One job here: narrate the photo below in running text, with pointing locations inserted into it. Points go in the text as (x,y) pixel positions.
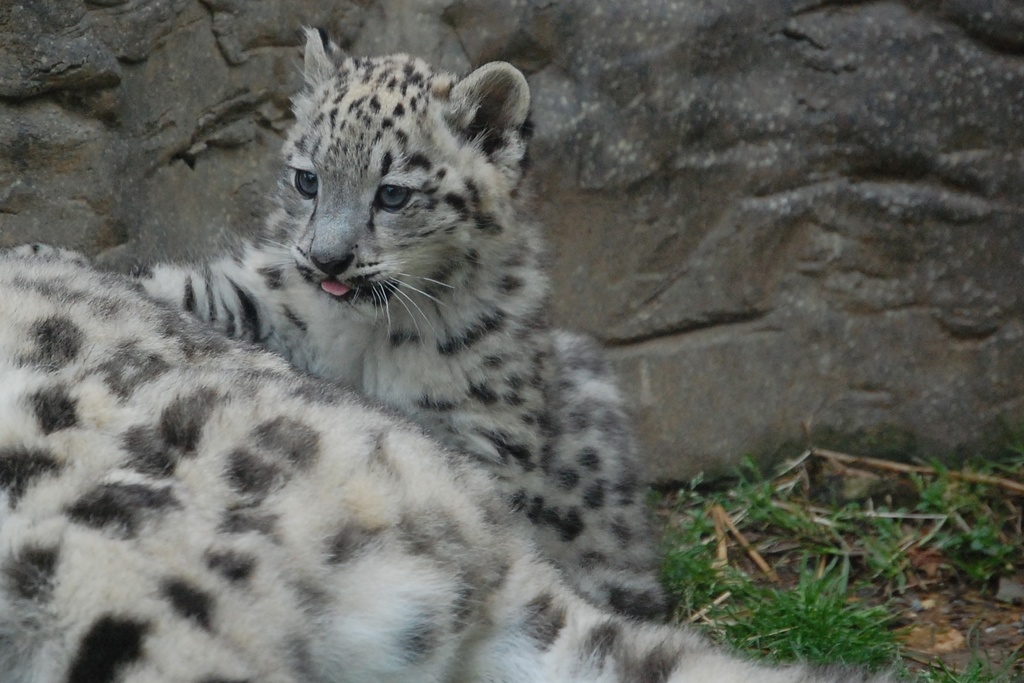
In this picture, we see a snow leopard (269,441) and a snow leopard cub (391,393). Beside that, we see grass (837,618). In the background (704,267), we see a rock (91,103). This picture might be clicked in a zoo.
